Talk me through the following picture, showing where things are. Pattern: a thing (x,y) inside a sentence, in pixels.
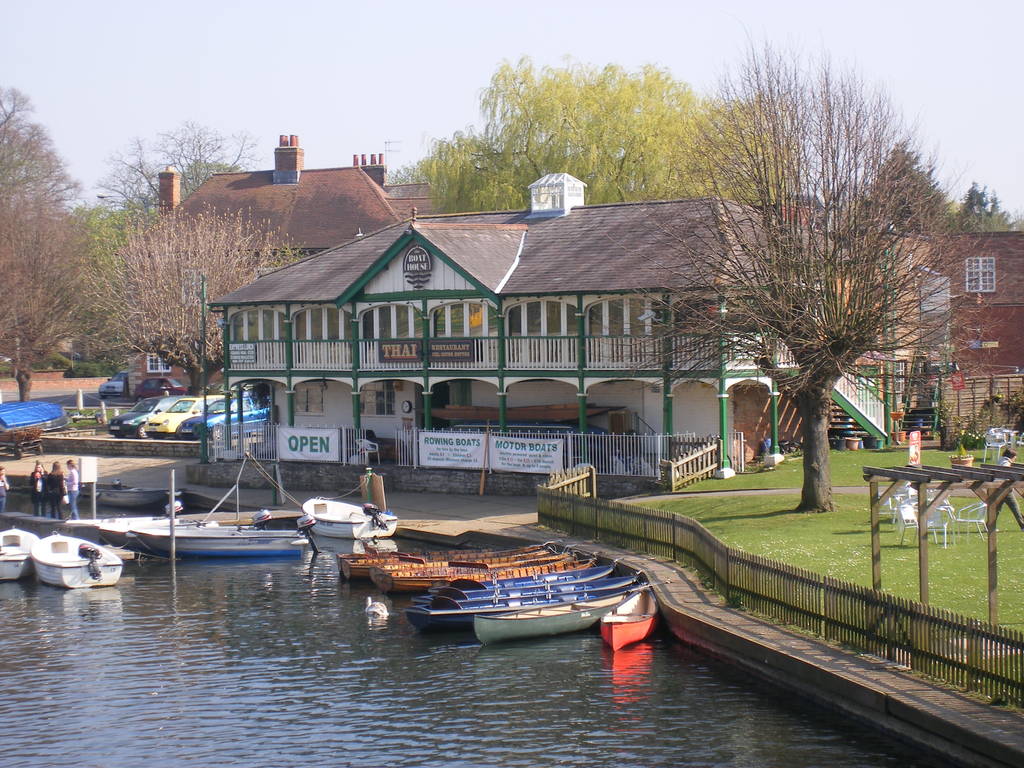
On the left side of the picture (144,681) there is water (226,720), in the water (281,605) there are boats (165,546). On the right side of the picture (939,554) there are chairs (914,509), tables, tree (789,381), railing (815,580) and grass (793,533). In the center of the picture (527,341) there are buildings (516,323), trees (159,289), banners (426,454), vehicles (181,415). On the left (56,462) there are people (41,488) on the dock (25,518). It is sunny.
